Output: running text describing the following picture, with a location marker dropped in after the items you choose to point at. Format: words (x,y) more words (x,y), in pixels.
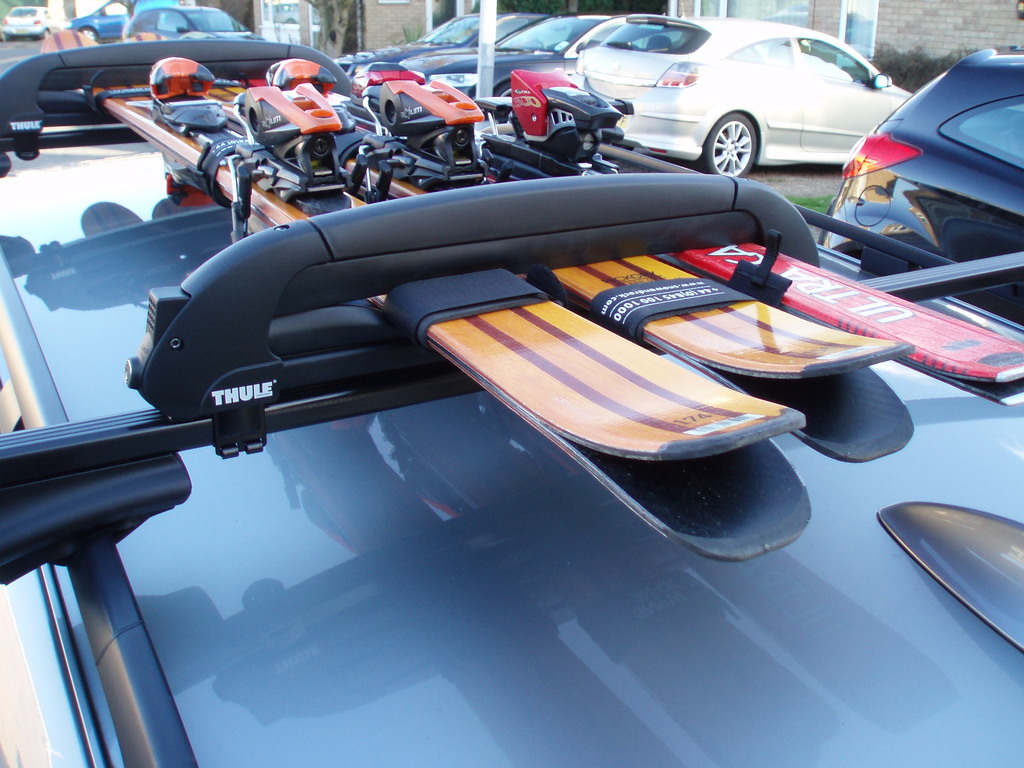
In this image there are ski boards (270,202) on the carrier (479,204) of a car (370,472). In the background (787,132) there are cars (775,108) parked on the ground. At the top (378,5) there is a wall (838,3) of the house (400,12).
